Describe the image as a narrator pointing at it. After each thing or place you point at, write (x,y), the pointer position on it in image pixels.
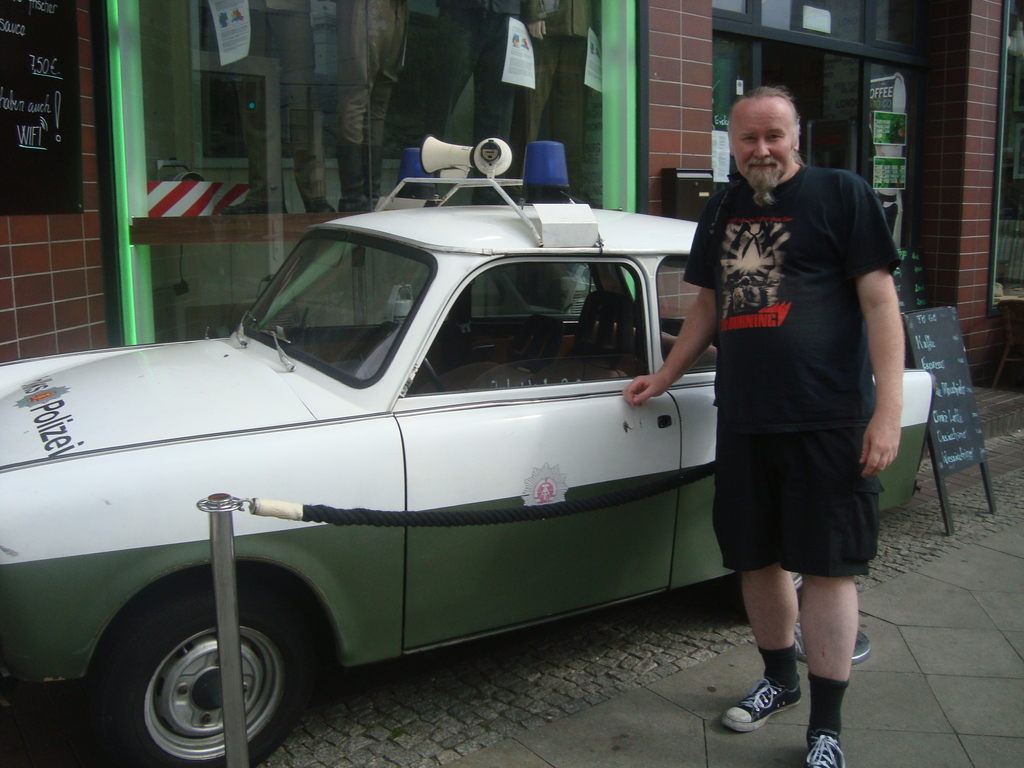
In this picture in the front (748,375) there is a man (795,434) standing and smiling. In the center (389,396) there is a car (296,390) which is white and green in colour. In front of the car (339,498) there is a rope (334,523) and there is a pole (228,544). In the background (472,73) there is a building (675,66) and there is a glass (278,154) on the building (107,206). There is a black colour board (29,203) with some text (31,142) written on it and behind the glass (337,132) there are statues (309,86), papers (522,54). On the right side (964,376) there is a board (947,416) on the ground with some text (944,394) written on it which is black in colour and on the wall (934,157) there are posters (889,127) and the wall (936,124) is red in colour.
